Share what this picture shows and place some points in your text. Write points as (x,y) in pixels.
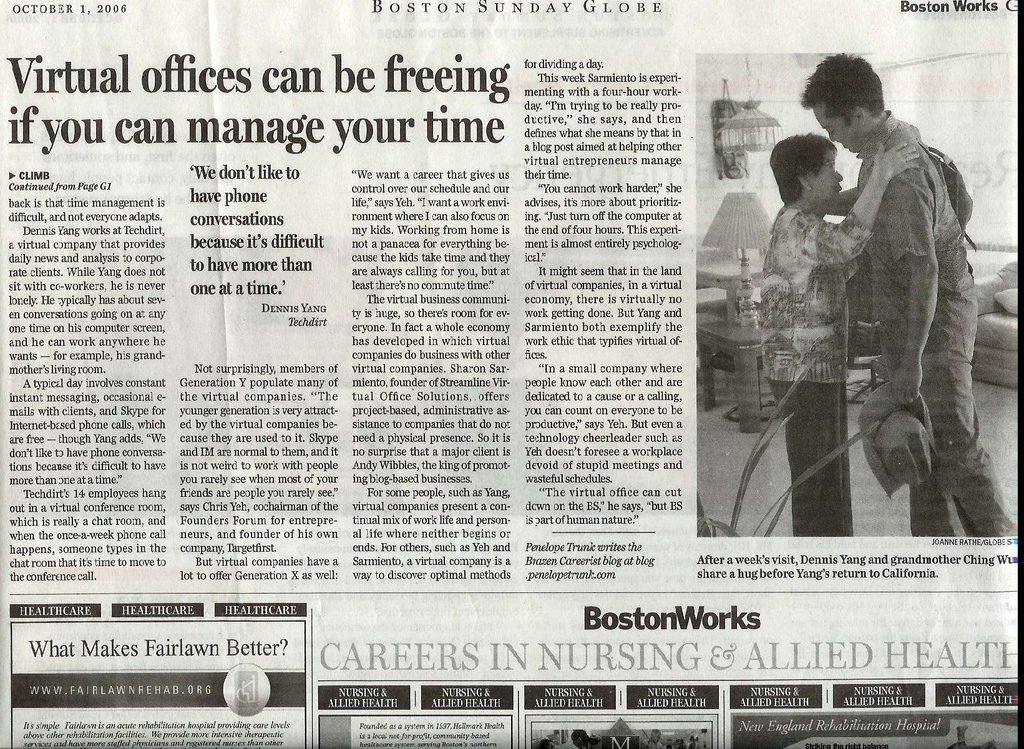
This is a newspaper (872,586) and in this paper (312,736) we can see a man (833,87) and a woman (834,331) standing on the floor (771,412), lamp (727,204), sofa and some text (262,560).
